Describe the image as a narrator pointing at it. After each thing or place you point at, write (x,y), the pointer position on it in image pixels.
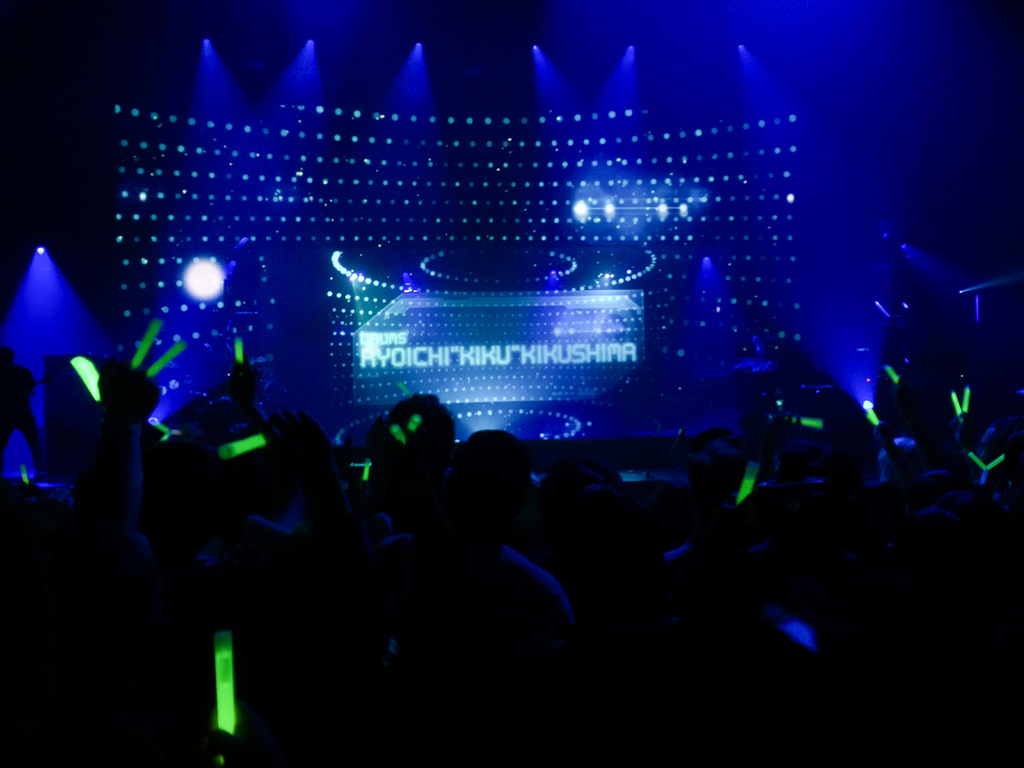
In this picture we can see some people (577,568) are in the disco lights (64,299) and one stage (578,437).
